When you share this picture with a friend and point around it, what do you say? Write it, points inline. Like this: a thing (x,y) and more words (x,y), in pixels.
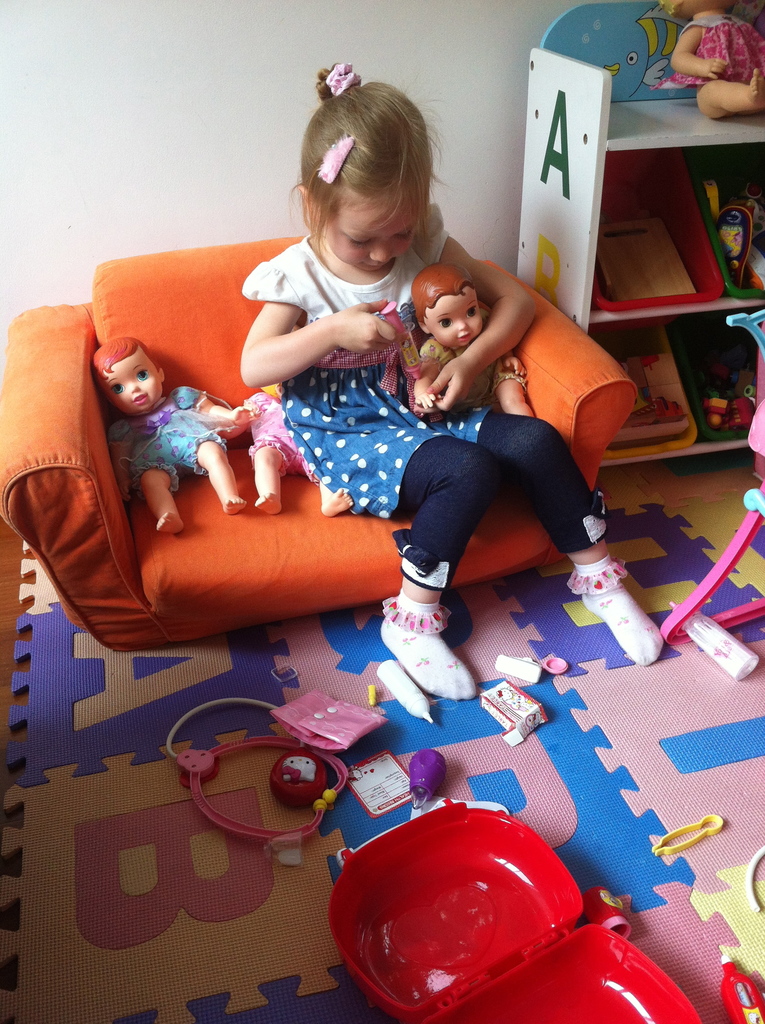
In the picture I can see a child (399,432) is sitting on the sofa (299,582) with three dolls (483,369) are placed. Here we can see some objects (476,873) are placed on the floor (585,828). In the background (564,125), we can see the cupboard (537,219) on the right side of the image (664,185) and the white color wall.
